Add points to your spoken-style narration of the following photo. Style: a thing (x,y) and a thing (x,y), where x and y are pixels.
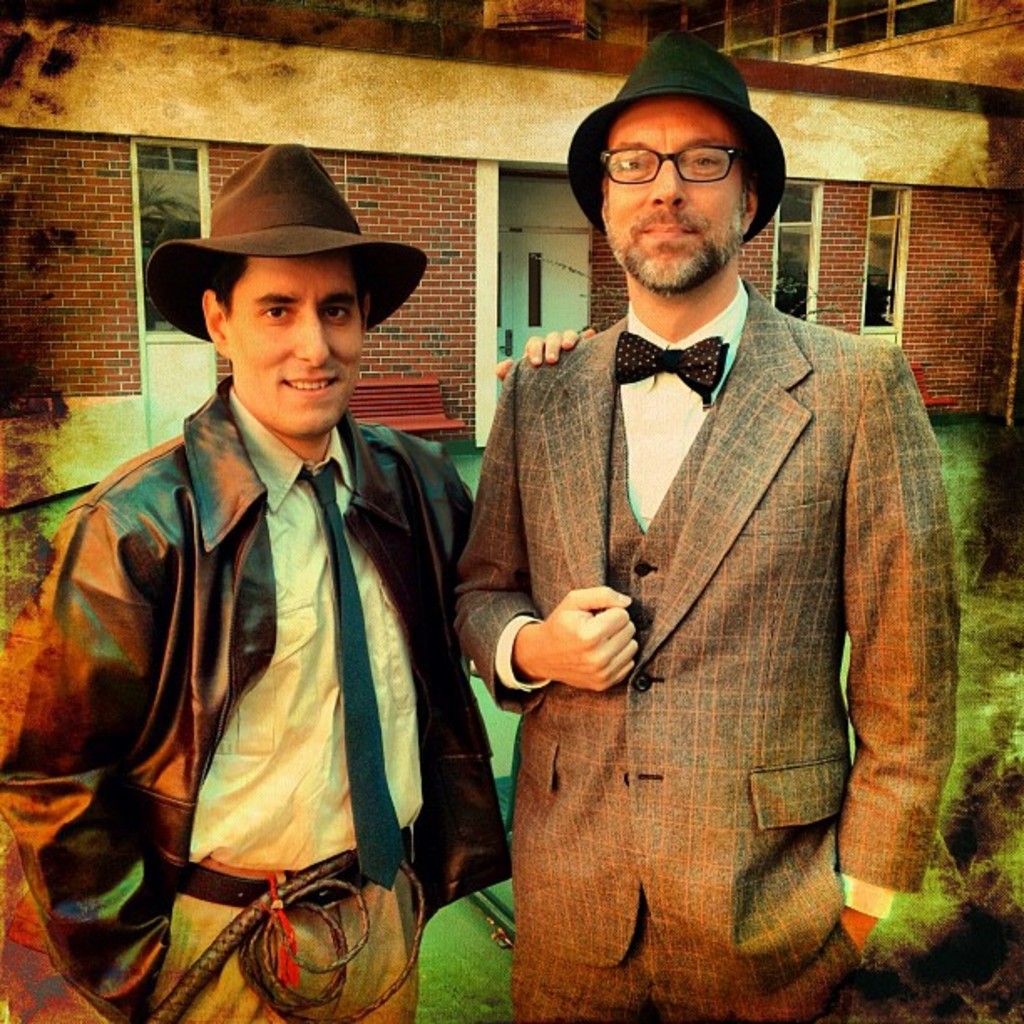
In this image on the right (702,478), there is a man (702,478), he wears a suit (731,638), shirt (657,450), tie (696,376), trouser (603,1011) and hat (602,129). On the left (296,655) there is a man (296,586), he wears a jacket (211,631), shirt (289,743), tie (353,763), trouser (360,952), hat (227,220). In the background (369,378) there is a building (564,86) and bench (414,426).
